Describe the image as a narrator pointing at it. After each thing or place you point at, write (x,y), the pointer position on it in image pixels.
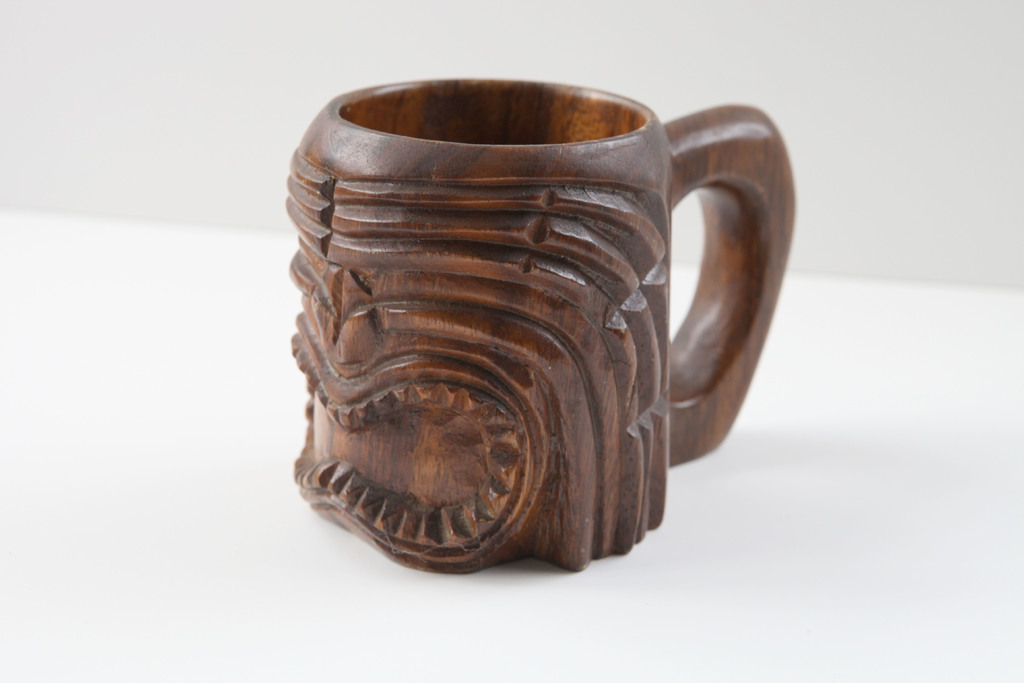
It's a wooden mug (474,337).
